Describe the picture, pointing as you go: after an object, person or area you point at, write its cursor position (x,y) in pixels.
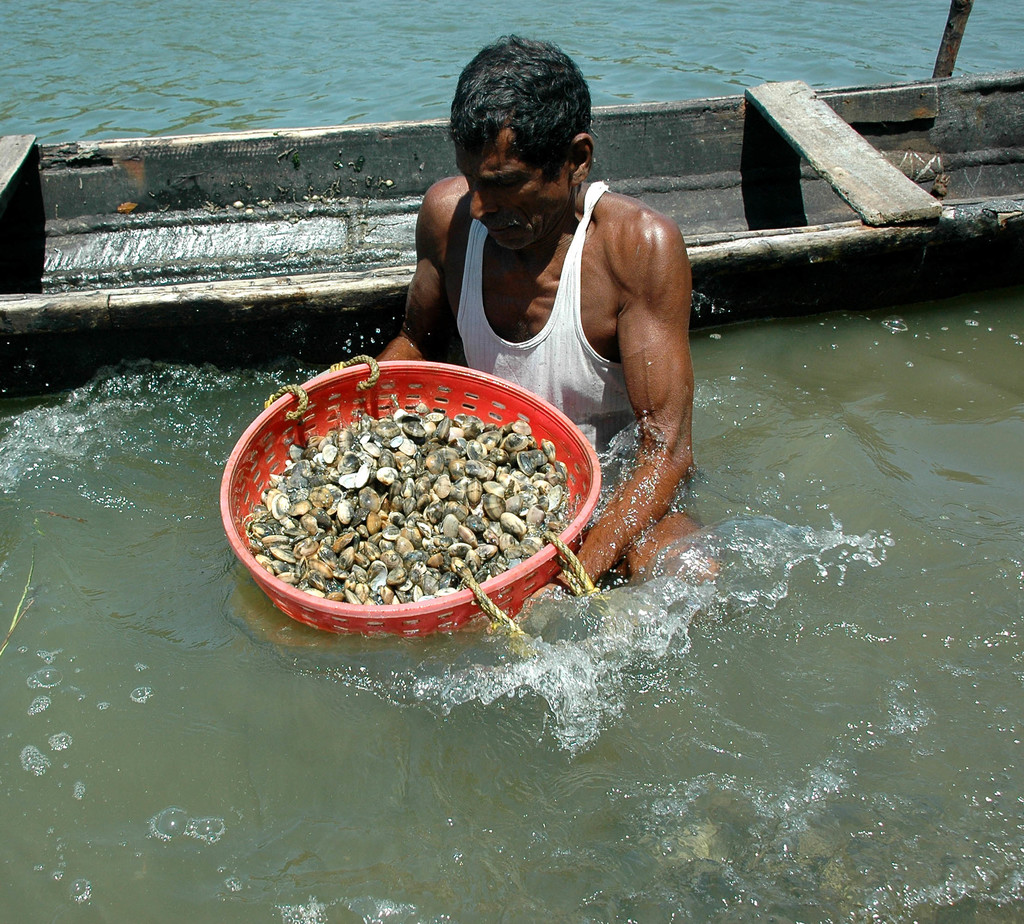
In the image we can see water (440,838), in the water (687,845) a man (597,304) is standing and holding a tub (275,414). In the tub (275,414) there are some shells (437,440). Behind him there is a boat (432,133).
